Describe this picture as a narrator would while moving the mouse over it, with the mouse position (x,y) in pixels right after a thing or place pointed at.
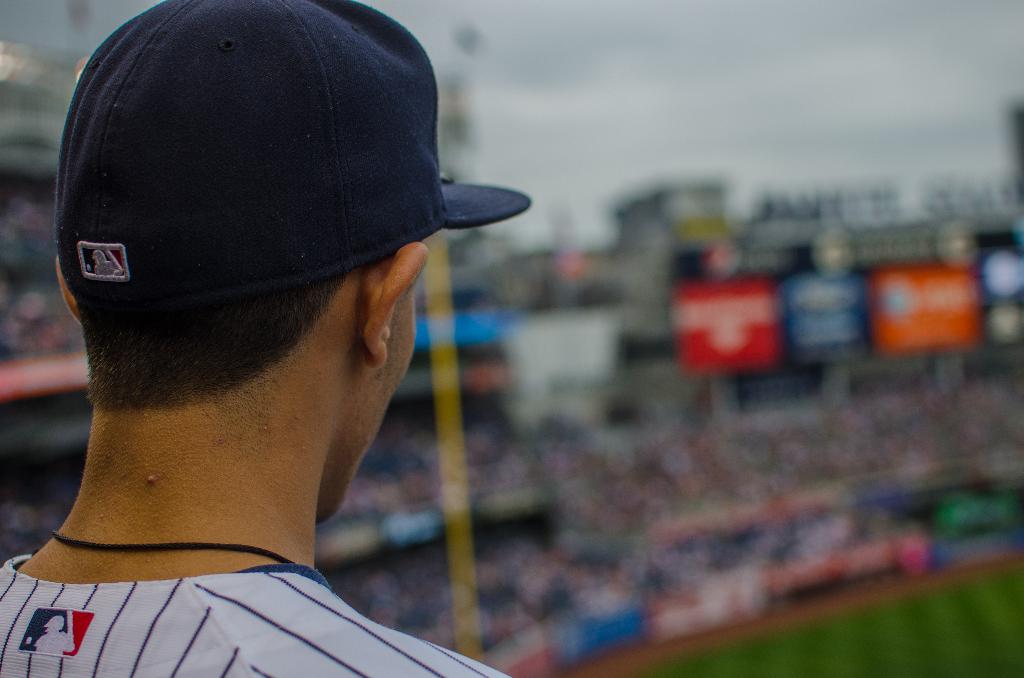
In the image on the left (259,466) we can see one person (232,490) standing and wearing black color cap (271,286). In the background (621,246) we can see sky (834,27), clouds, stadium (628,281), banners (843,297), sign boards (856,311) etc.
